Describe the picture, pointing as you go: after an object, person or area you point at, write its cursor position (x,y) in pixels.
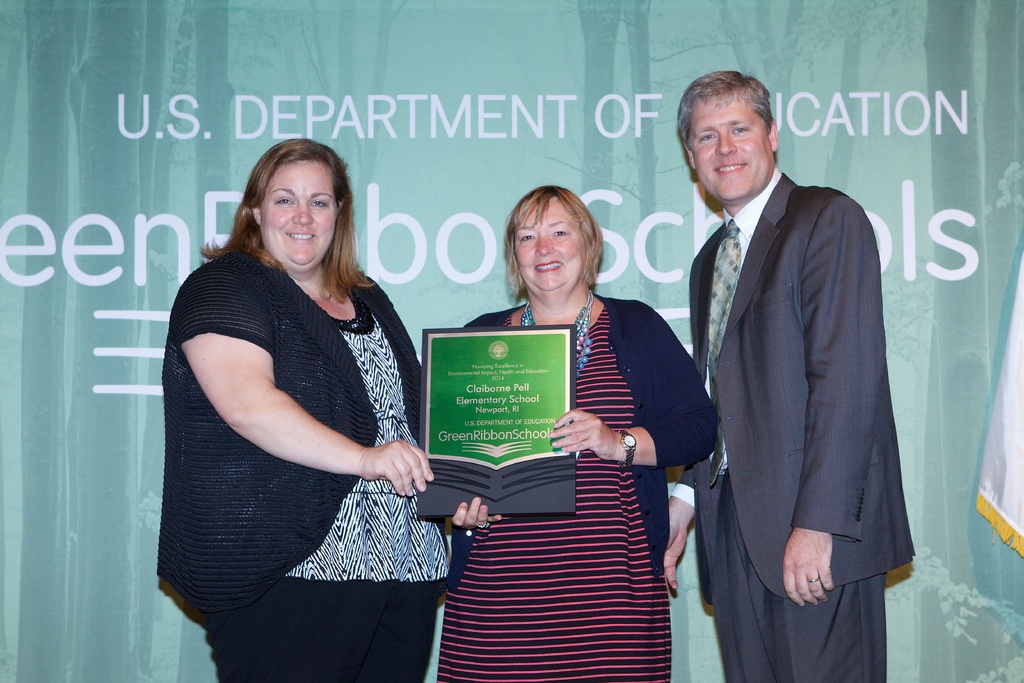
In this picture we can see a man (724,77) and 2 women (577,362) holding something and smiling at someone.
